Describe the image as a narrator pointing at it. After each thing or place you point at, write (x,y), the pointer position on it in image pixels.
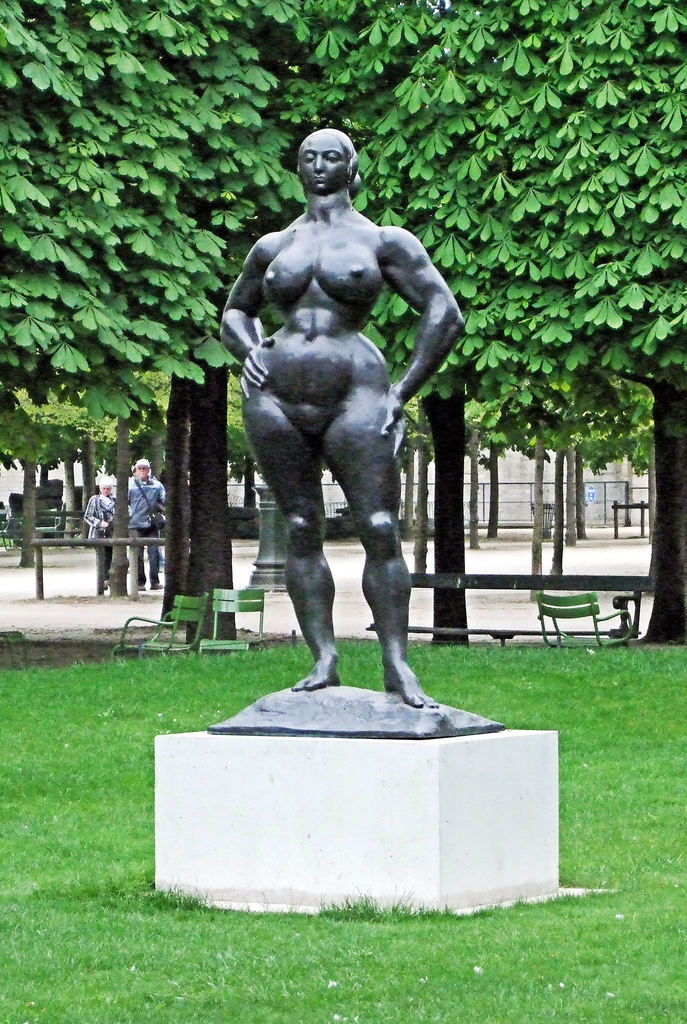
In the center of the image (327,382) a statue (391,394) is there. In the background of the image (395,301) we can see trees (246,472), two persons (108,501), benches (455,582), ground (501,555) are there. At the bottom of the image (557,901) grass (605,831) is there.
